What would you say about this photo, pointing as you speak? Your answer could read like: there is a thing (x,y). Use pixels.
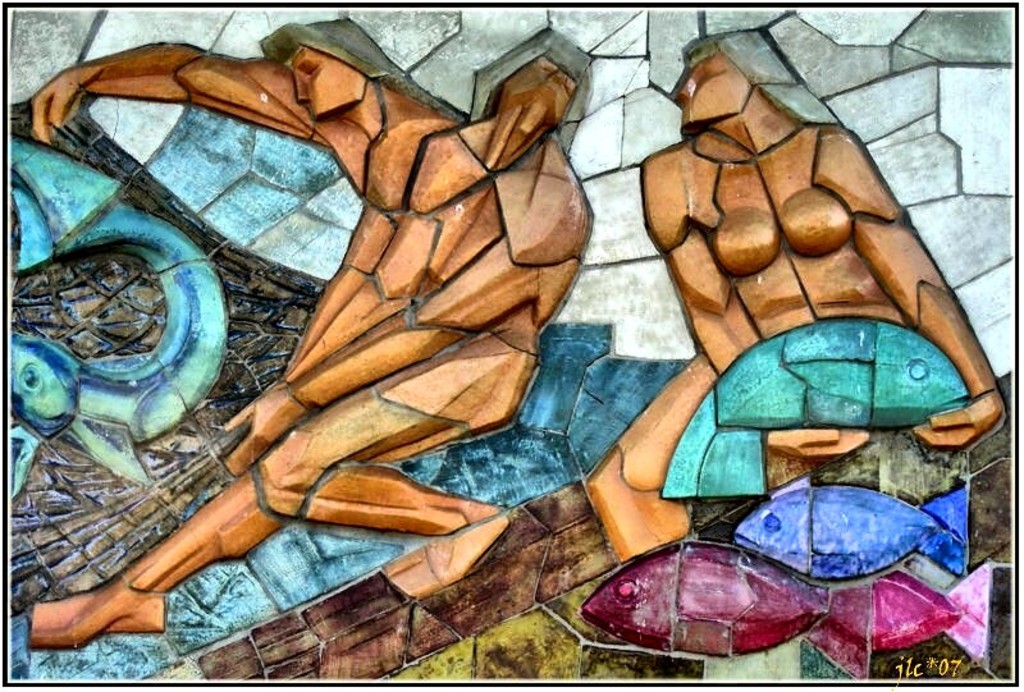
In the picture I can see the painting (580,114) on the wall (895,66). I can see the painting (566,272) of three persons (681,264) and fishes (777,590).
